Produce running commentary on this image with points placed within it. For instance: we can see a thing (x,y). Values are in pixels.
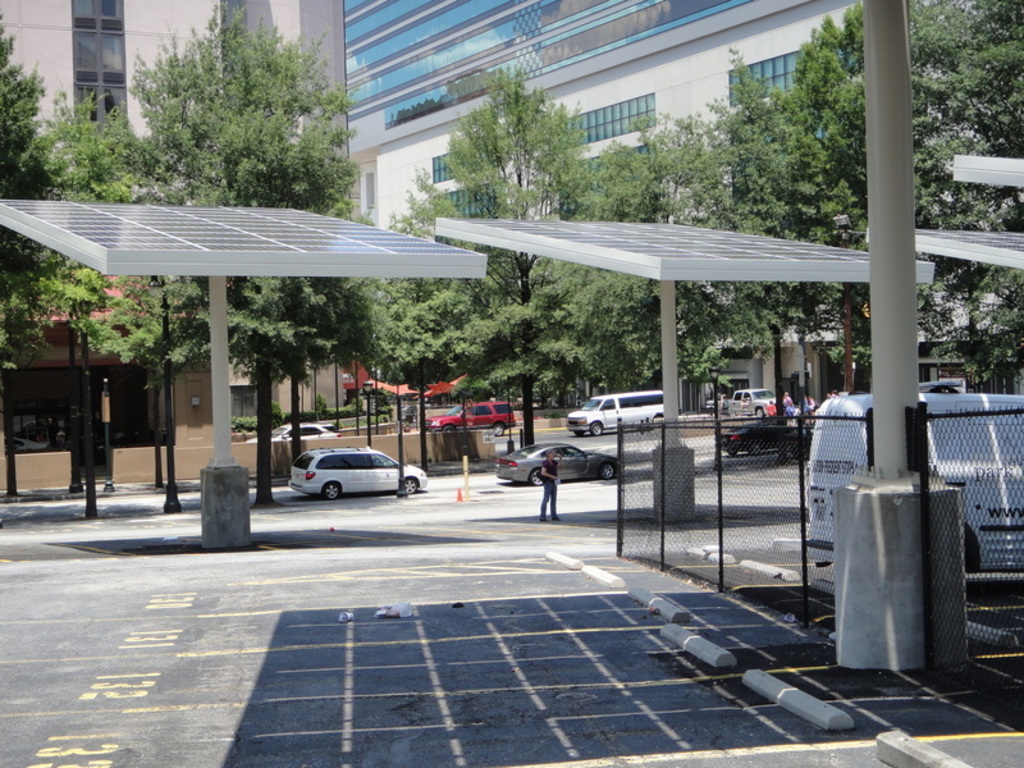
In this image we can see some solar panels (671,258) in the middle of the image (661,271) and there are some vehicles (395,464) on the road (196,501). We can see a few buildings (79,30) and there are few people (816,407) and we can see some trees (256,291) and to the right side of the image (691,543) we can see a fence (767,457).
